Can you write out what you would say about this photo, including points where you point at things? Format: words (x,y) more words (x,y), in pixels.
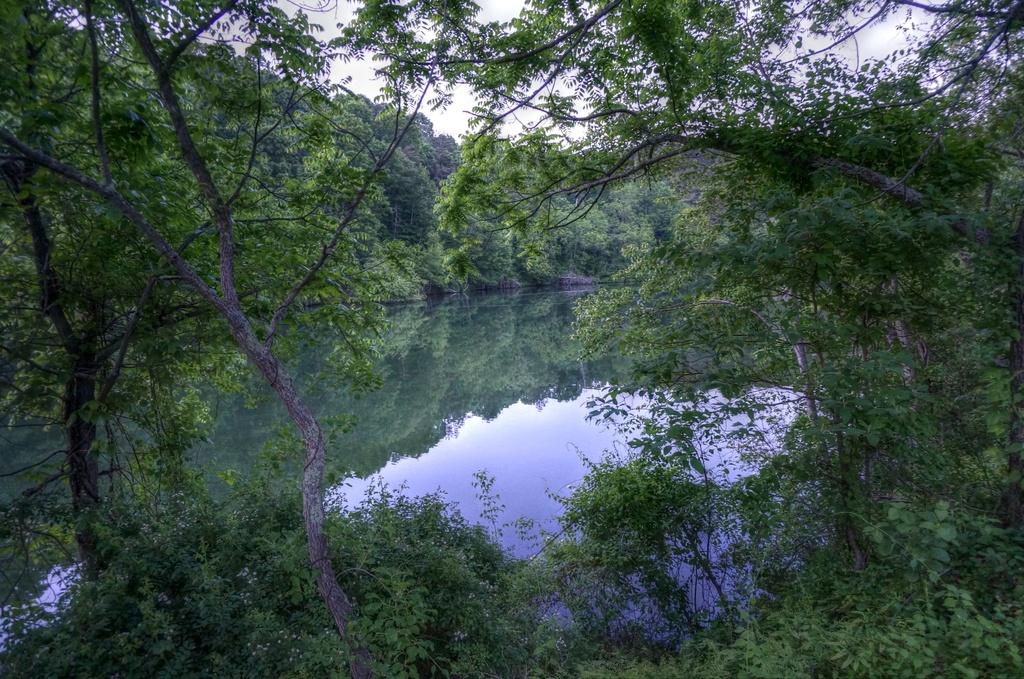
In this image we can see plants (369,561), water (506,500), trees (944,330) and sky (444,118). In this water (488,333) there is a reflection (419,447) of trees (423,247) and sky (513,459).
